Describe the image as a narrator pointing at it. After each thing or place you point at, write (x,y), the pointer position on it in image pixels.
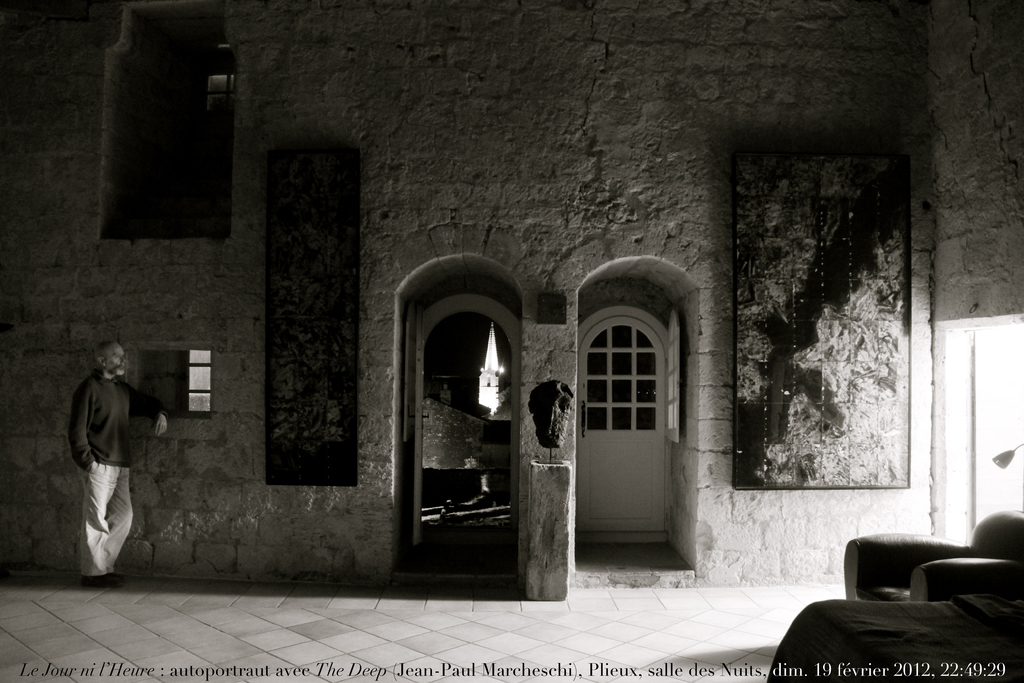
In this picture there is a man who is standing on the left side of the image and there is sofa (867,570) and a lamp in the bottom right side of the image (928,557) and there are doors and portraits (353,398) in the center of the image (645,431).
